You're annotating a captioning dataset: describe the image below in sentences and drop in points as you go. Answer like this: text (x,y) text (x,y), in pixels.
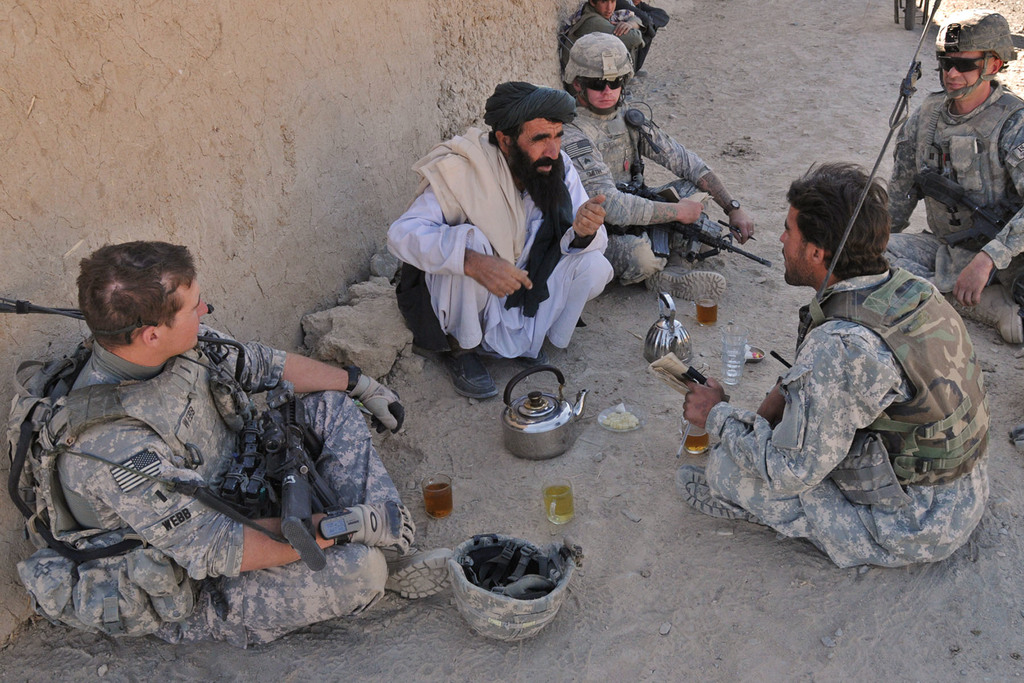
In this picture I can see there are a few people (457,339) sitting, among them one is wearing a white shirt (435,237) and the rest are wearing army uniforms (197,457) and they have weapons (294,439). There is a kettle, glasses (431,478) and there is a wall (202,93) on the left side (205,58).
